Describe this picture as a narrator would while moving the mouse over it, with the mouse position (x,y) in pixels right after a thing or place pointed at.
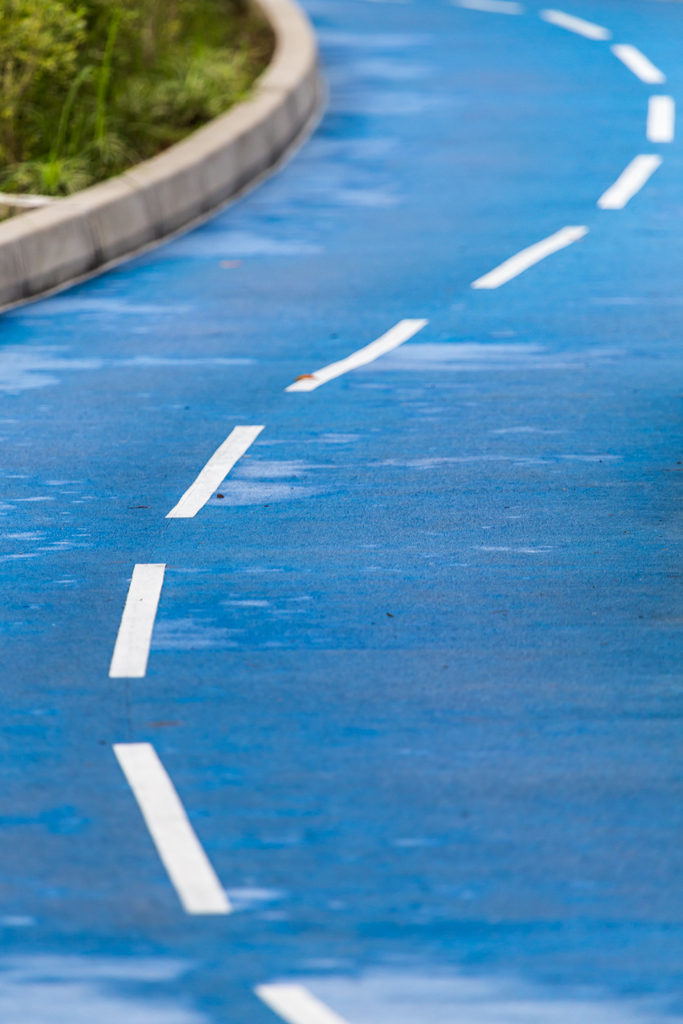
In the foreground of the picture (348,461) it is road (222,381). On the top left (95,131) we can see plants (100,106).
